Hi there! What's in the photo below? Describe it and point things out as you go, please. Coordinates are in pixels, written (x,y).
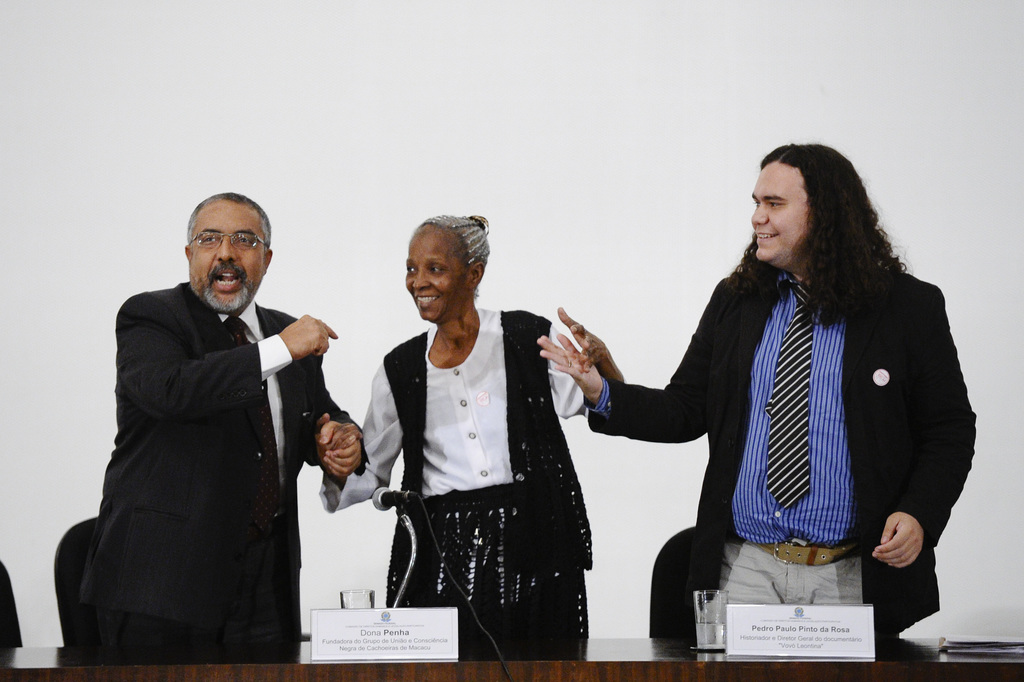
In this image we can see persons (117,481) standing at the table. At the bottom (125,665) we can see a table (406,664), mic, glass (371,606) and board (338,655). In the background (39,405) there is a wall (165,110) and chair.
